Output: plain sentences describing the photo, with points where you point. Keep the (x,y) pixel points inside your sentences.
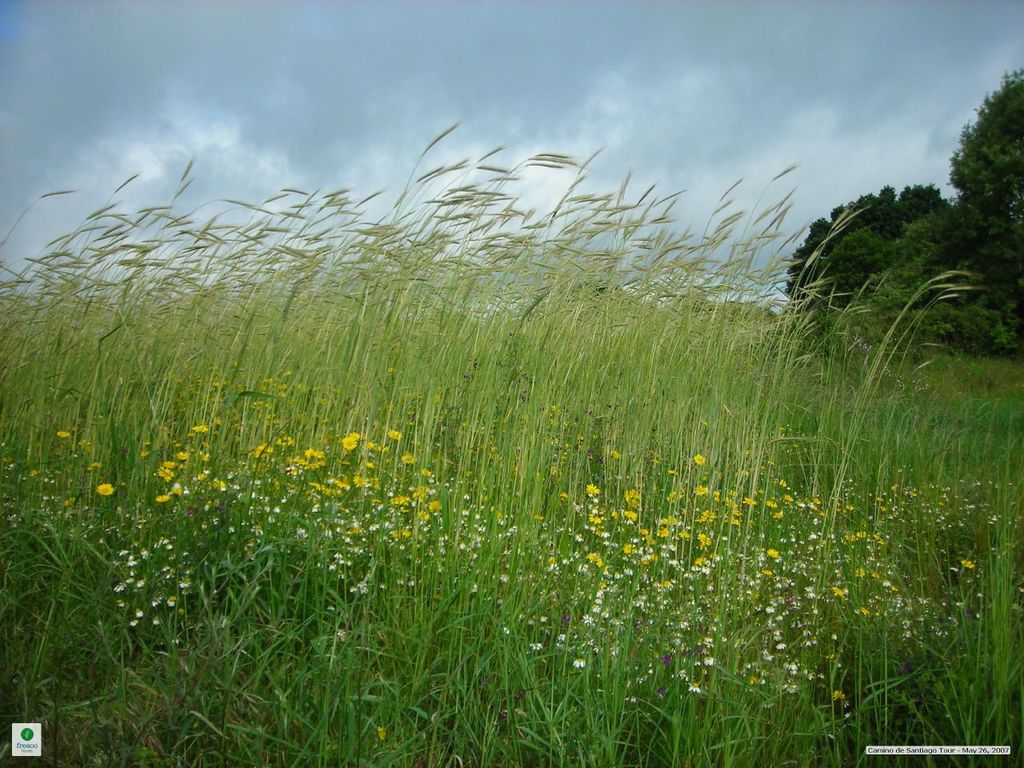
We can see grass (726,415) and flowers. In the background (841,256) we can see trees (997,286) and sky (528,38).
